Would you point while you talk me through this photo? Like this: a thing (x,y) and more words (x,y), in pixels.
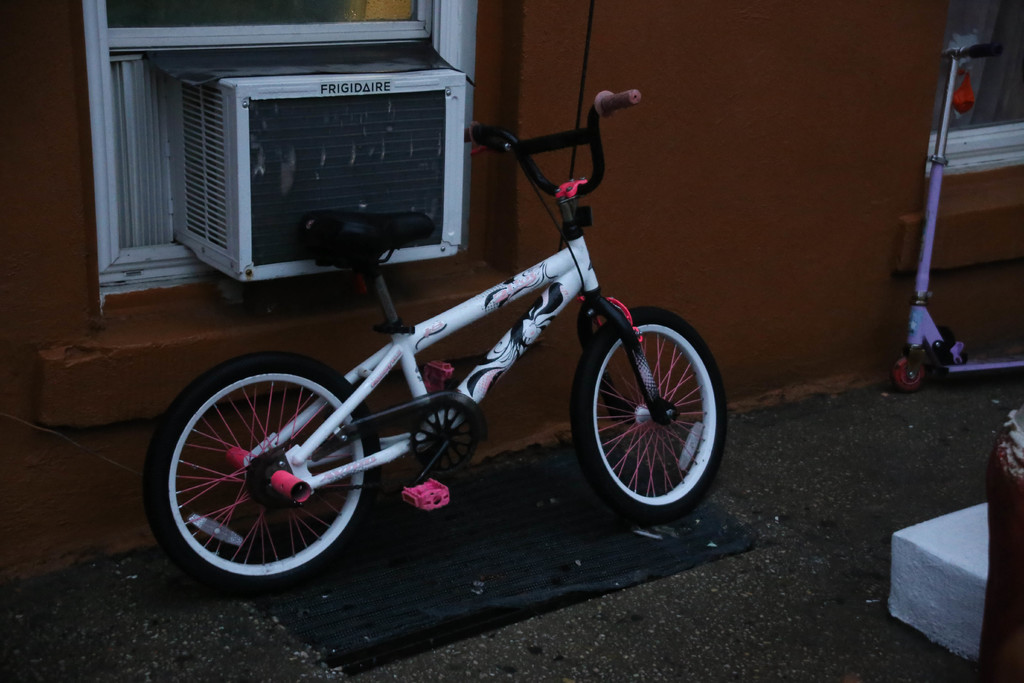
In the image there is a bicycle (656,501). Behind the bicycle (656,501) there's a wall (421,288) with glass window (106,14) and inside the window (172,45) there is an air conditioner (320,87). On the right corner of the image (940,355) there is a wheel scooter cycle (943,342). In the bottom right corner of the image (950,573) there is a white color thing (985,546).
